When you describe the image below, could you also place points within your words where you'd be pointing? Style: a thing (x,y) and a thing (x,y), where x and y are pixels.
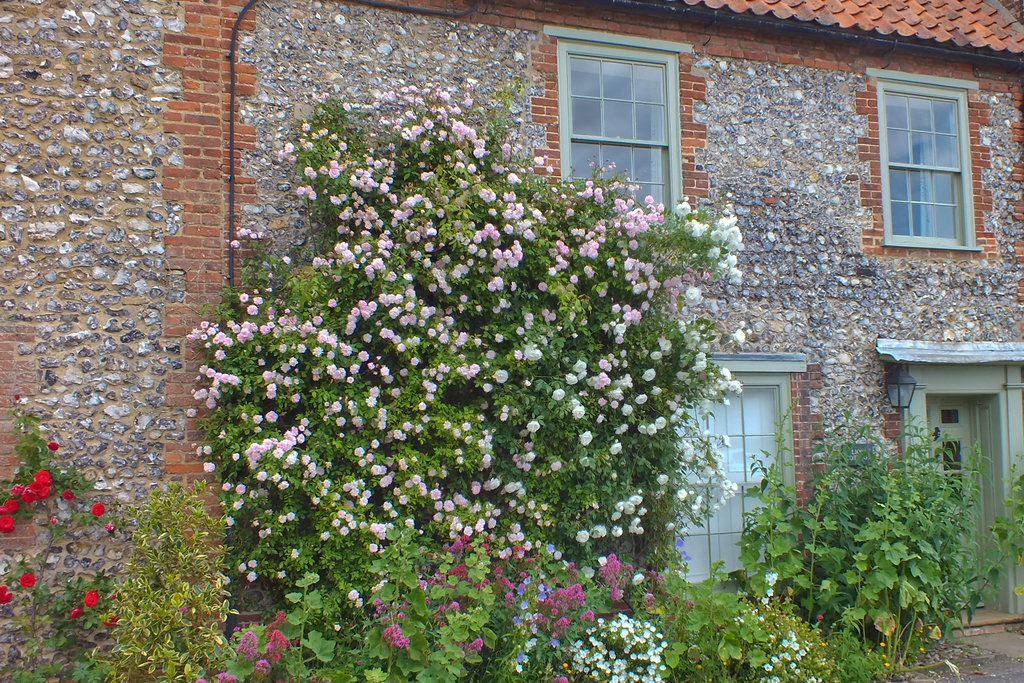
This picture shows a tree (331,520) and few plants (499,628) and we see a house (747,212) with windows (629,75) and a light (913,378) to the wall (844,417) and we see flowers (637,641) to the plants (657,590) and tree (448,335).
